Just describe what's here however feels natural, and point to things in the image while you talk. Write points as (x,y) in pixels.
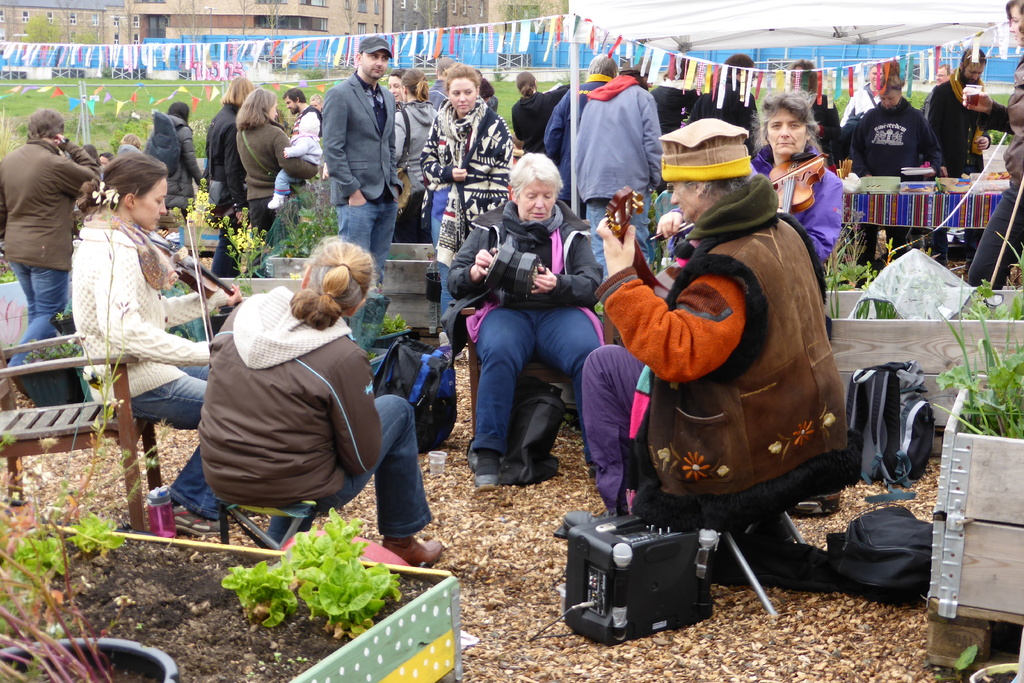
In this image in the foreground (245,313) there are some people (547,274) who are sitting and they are holding some musical instruments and playing. In the background (207,182) there are a group of people (439,99) who are standing and some of them are walking, and at the bottom (383,628) there is a flower pot (397,602), plants (359,598) and some bags (906,380) and boxes (962,426). And on the top of the image (537,25) there is a rope (66,44) and some flags (558,21), in the background (203,25) there are some houses (338,8) and buildings (464,6), in the center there is one pole (573,157).
